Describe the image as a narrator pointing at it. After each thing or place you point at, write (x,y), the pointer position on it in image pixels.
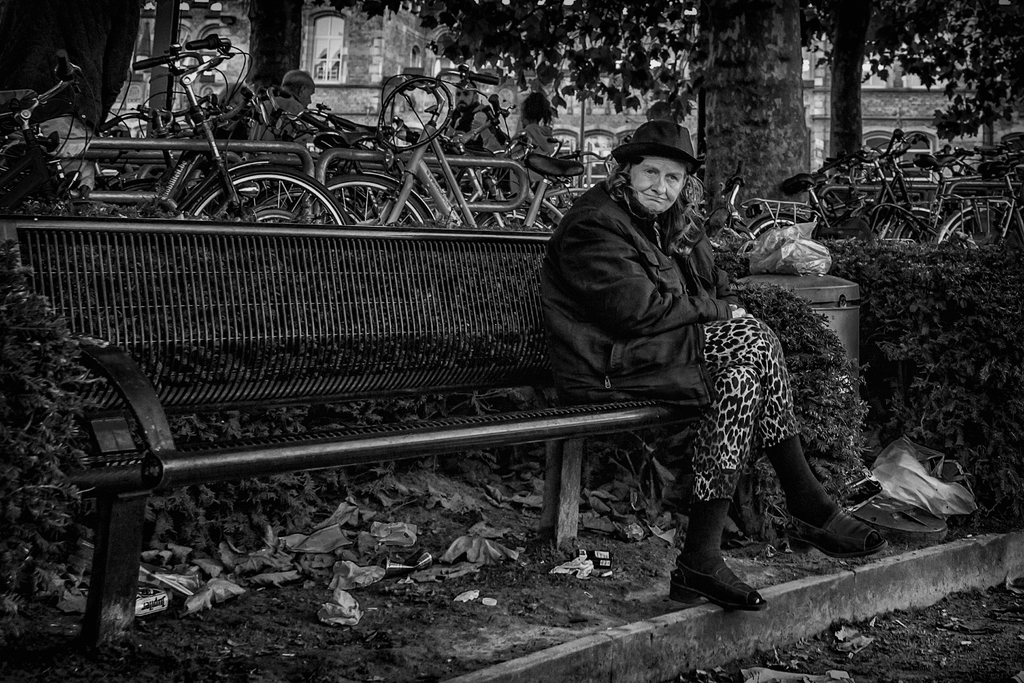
In this image there is a woman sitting in the bench (489,291) in the garden (176,674) at the back ground (191,83) there are bicycles (431,187), trees (516,41), buildings (349,94), group of people (536,118) standing, leaves (424,13), plants (613,473), grass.
